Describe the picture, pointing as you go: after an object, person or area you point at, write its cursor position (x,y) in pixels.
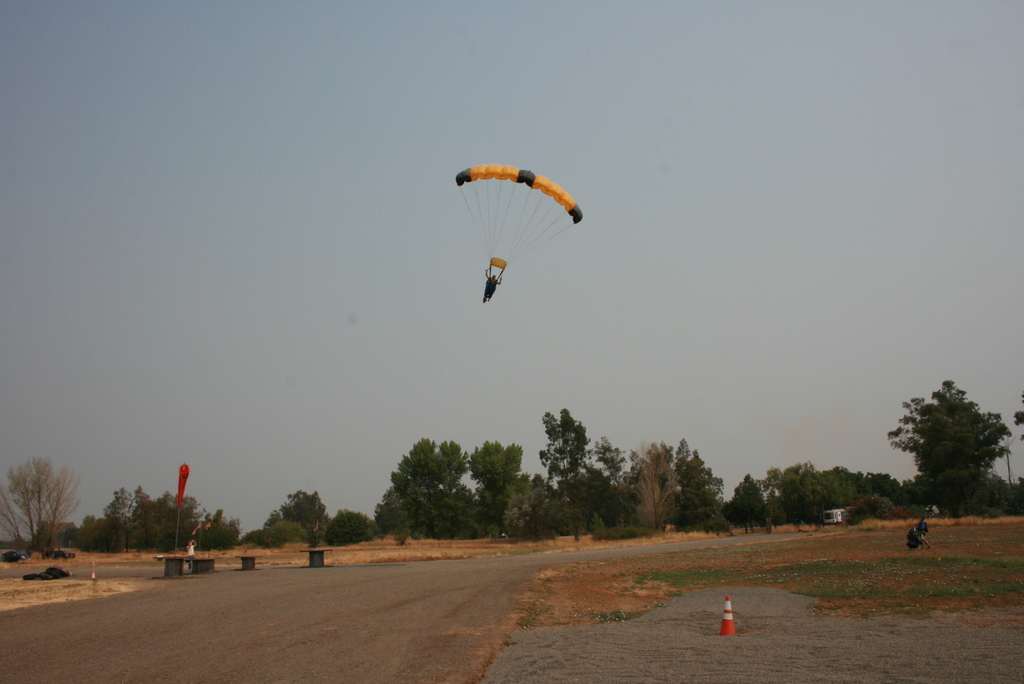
In this image there is a person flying a parachute (545,191) in the air (396,277), on the surface (473,545) there are trees (434,515), in front of the trees (613,490) there is road surface (407,583).
